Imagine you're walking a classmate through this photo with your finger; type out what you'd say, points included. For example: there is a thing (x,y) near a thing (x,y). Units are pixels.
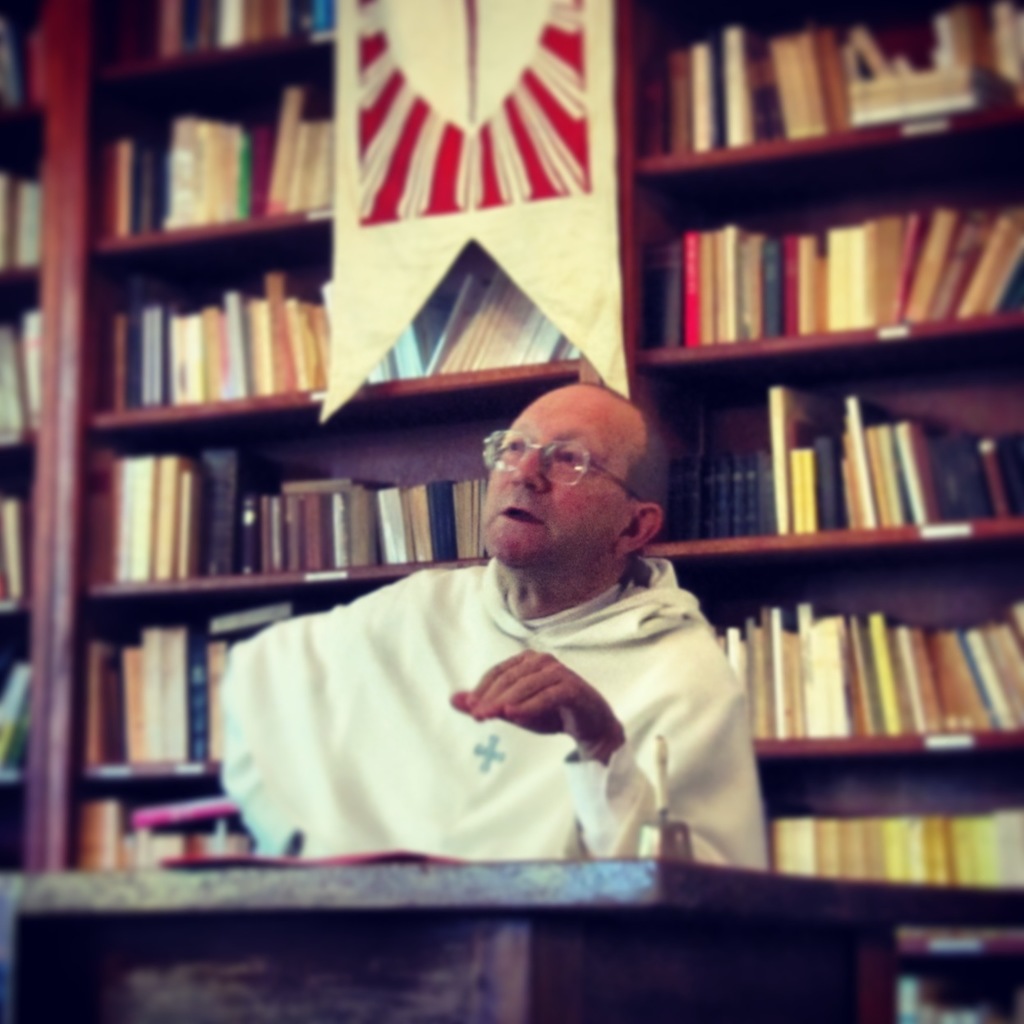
In this picture I can see a man (419,715) sitting, there is a bell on the table (64,884), and in the background (155,721) there are books (186,195) arranged in an order in the racks (647,204), and this is looking like a fabric banner (572,105).
